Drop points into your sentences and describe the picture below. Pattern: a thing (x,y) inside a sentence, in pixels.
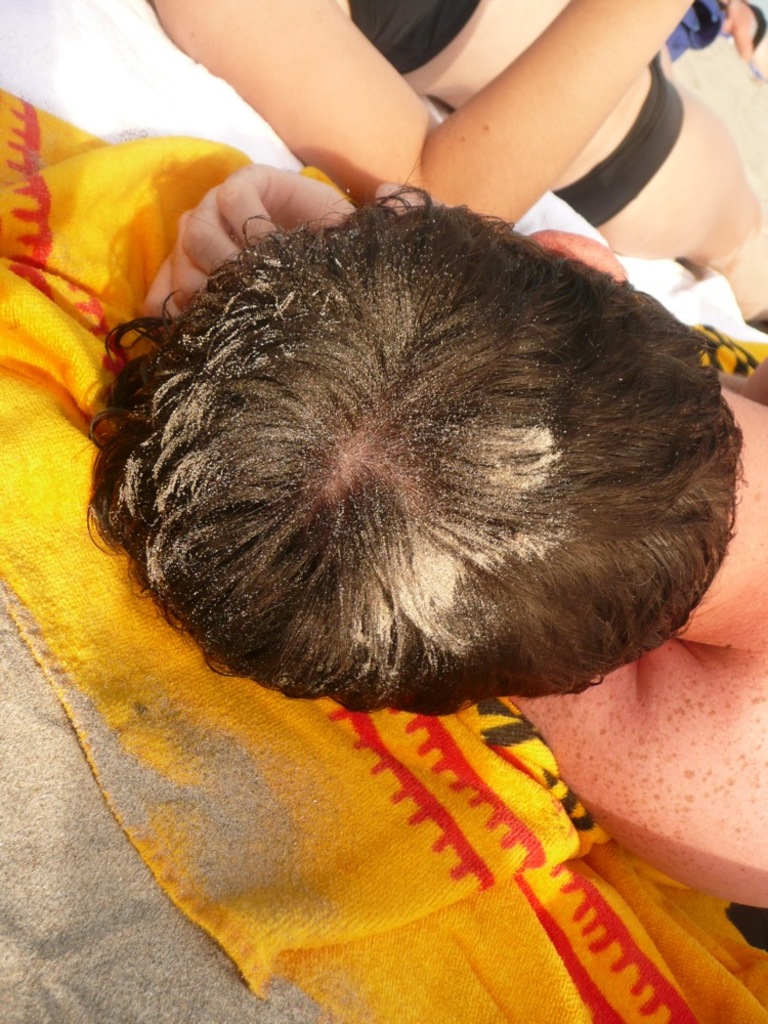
In the bottom left (52,893) there is sand (73,889). It seems to be a beach (102,933). Here I can see a yellow color cloth (383,839), on this a person (657,648) is lying. At the top (369,62) there is another person (444,91) laying. Here I can see the sand (435,395) on the person's head (303,408).
